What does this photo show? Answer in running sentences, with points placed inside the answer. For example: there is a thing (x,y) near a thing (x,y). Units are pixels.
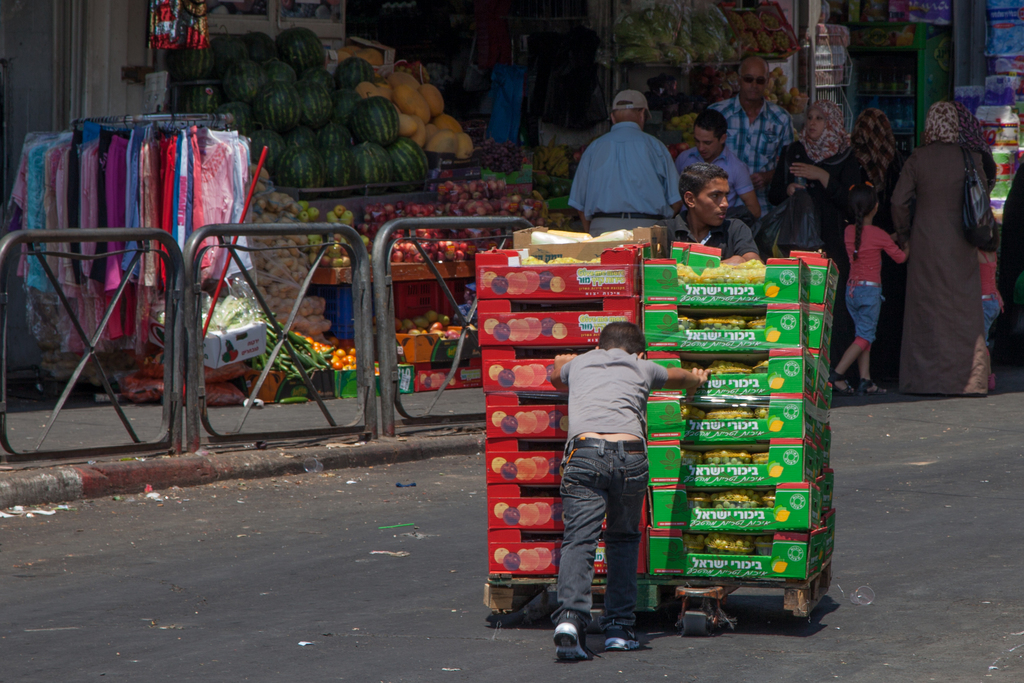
At the bottom of the image (573,544) on the road (739,634) there is a person (588,552) pushing the cart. On the cart (743,584) there are many boxes (492,272) with few items (714,504) in it. Behind the cart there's a man (703,237). On the left side of the image (199,398) there is railing (239,262) on the footpath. Behind the railing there is a stand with dresses (98,223). And also there are stalls (641,7) with different kinds of fruits (418,257) in it. In front of the stalls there are few people (887,171) standing. And also there are many other things (147,108) in the background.
